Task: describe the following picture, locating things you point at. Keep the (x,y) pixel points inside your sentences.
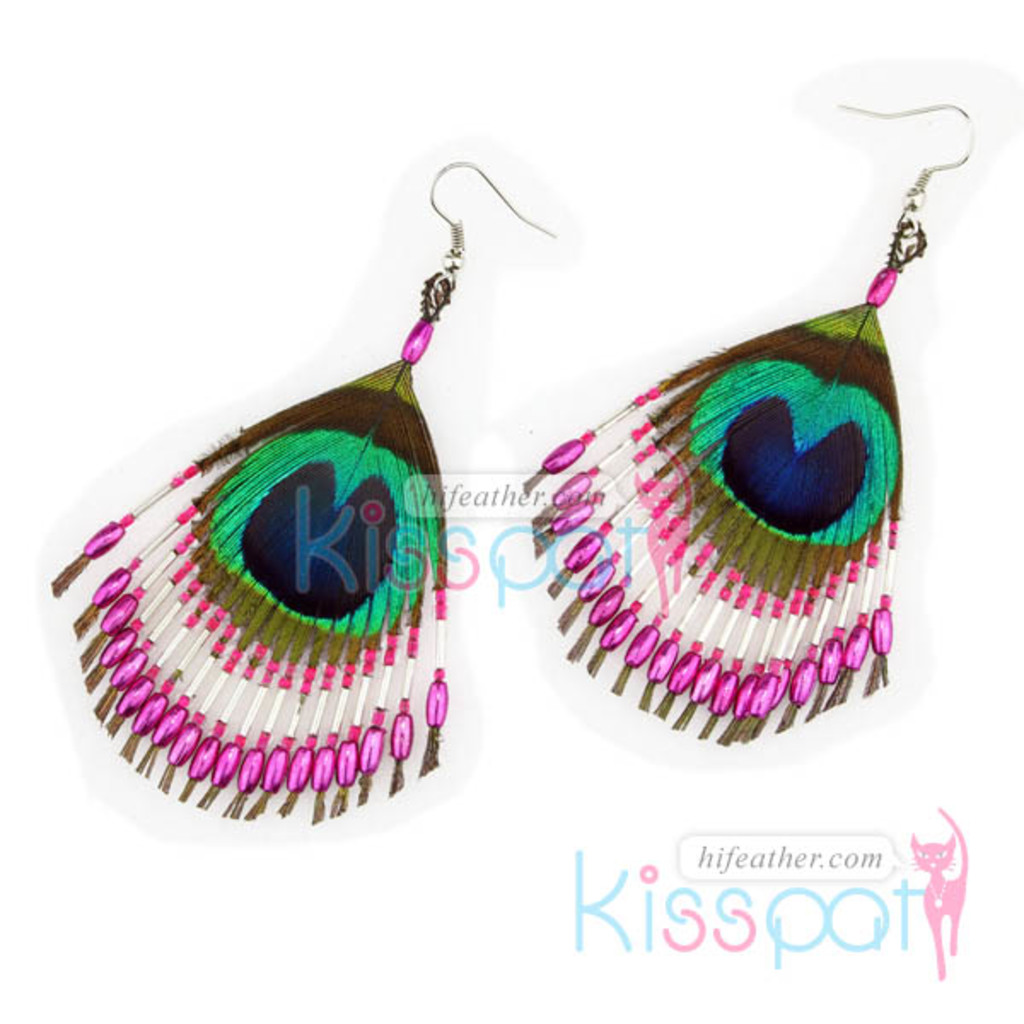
This is the picture of two ear rings (637,659) which are made of peacock feather (297,621) and also it has some beads (773,702).
